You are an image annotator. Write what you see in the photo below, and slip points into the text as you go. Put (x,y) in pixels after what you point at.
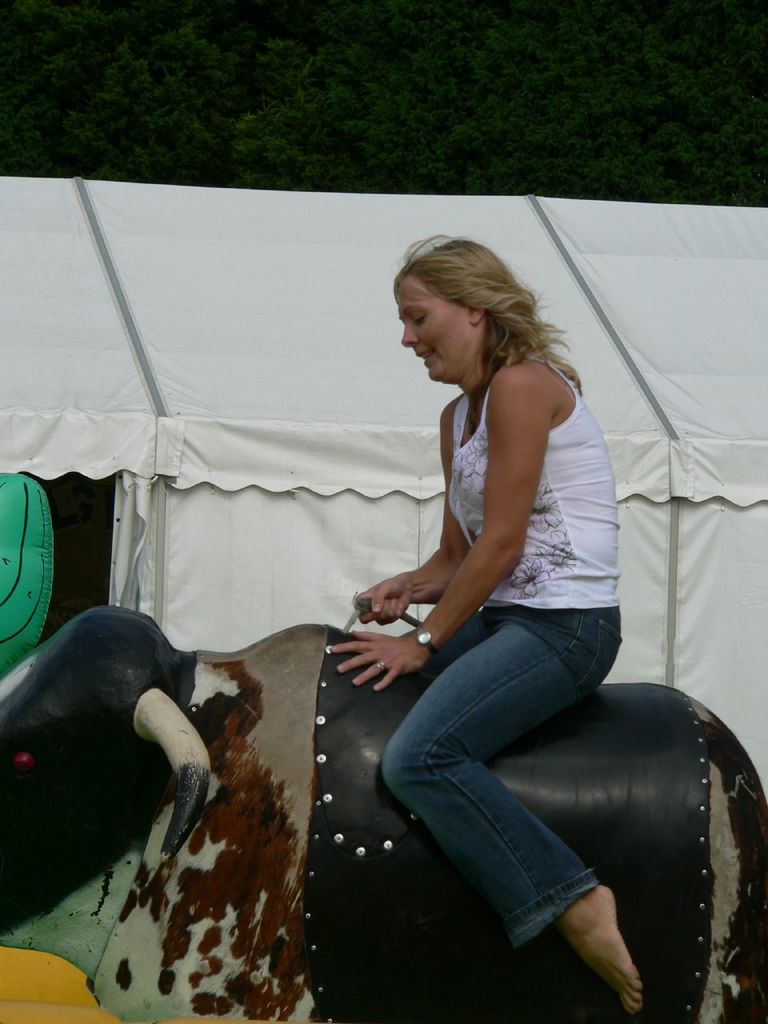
In this image I can see a woman (443,676) sitting on a toy animal (256,740) facing towards the left side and she is holding an object (404,613) in the hand (381,597). In the background (147,446) there is a tent (199,441). At the top of the image (306,122) there are many trees (306,122).
